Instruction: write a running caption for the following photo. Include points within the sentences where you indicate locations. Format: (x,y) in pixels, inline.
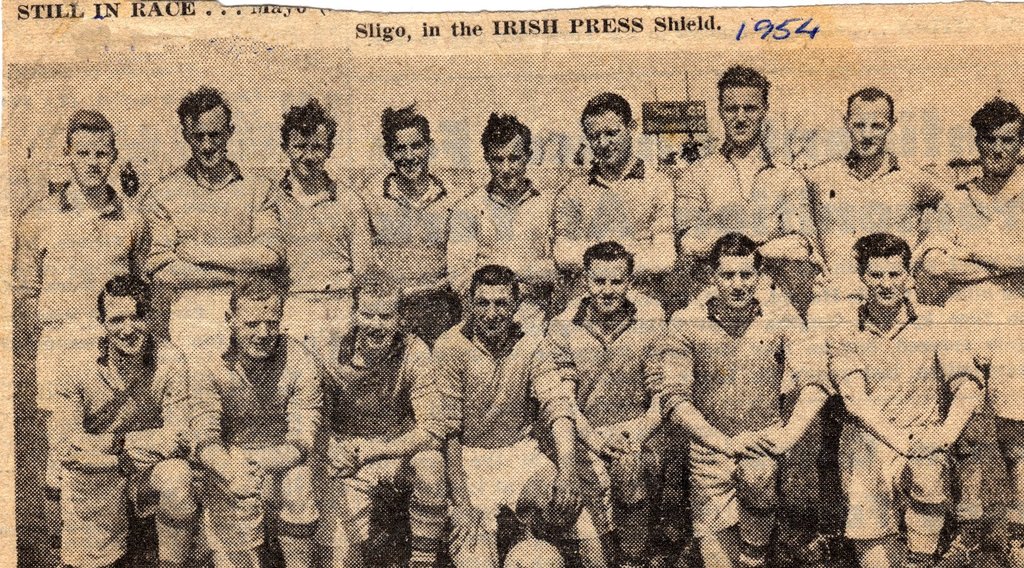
In this image I can see the group of people (575,199). In the background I can see the board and something is written on the image.
